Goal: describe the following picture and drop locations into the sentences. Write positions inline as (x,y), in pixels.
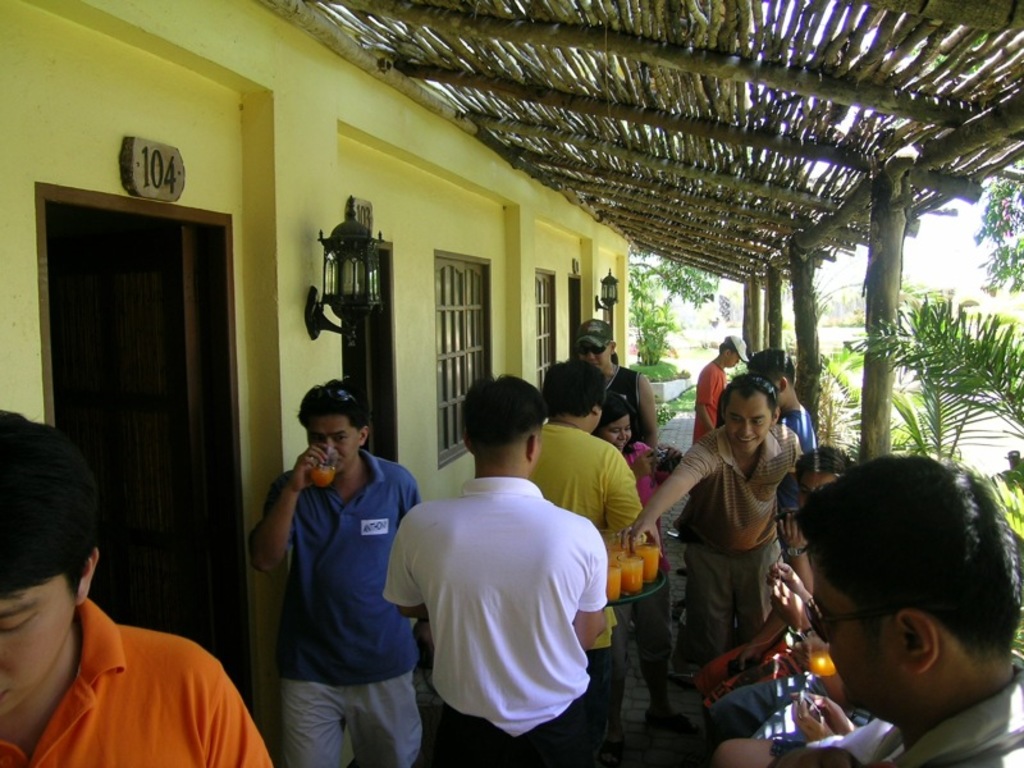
In this picture I can see few people (439,633) are under the roof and holding glasses (615,575), side we can see a wall (492,346) with windows (551,346) and doors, another side we can see some trees (940,343), plants (929,400).
